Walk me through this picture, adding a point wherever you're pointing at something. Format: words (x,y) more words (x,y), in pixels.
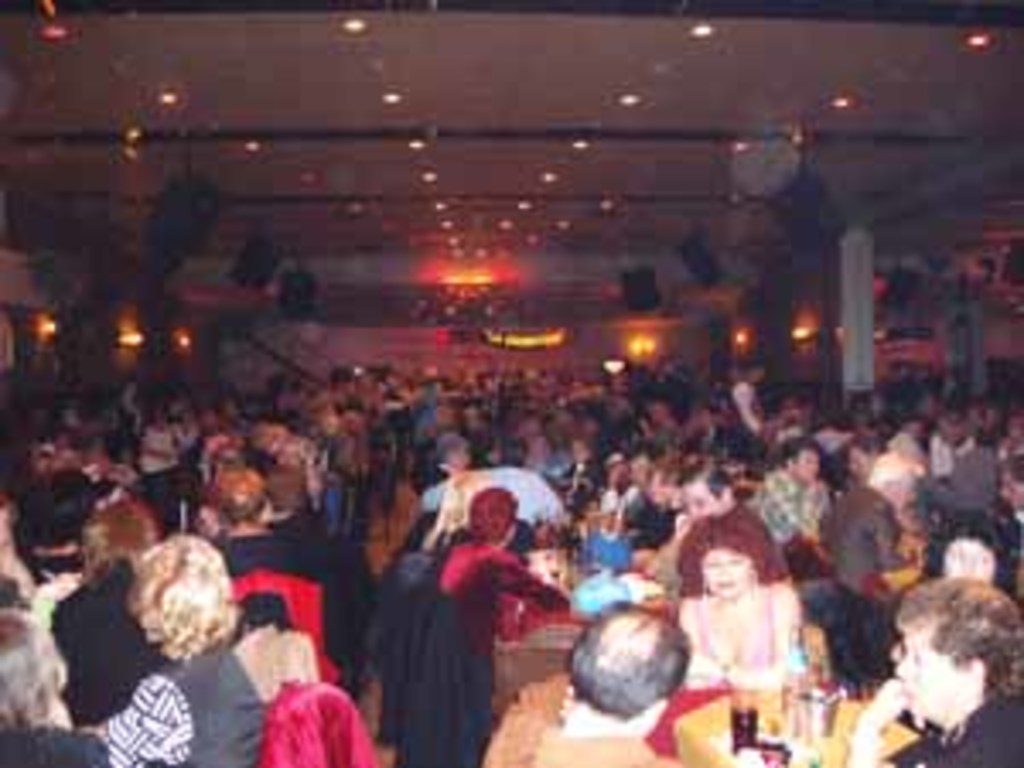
This is a blur image. In this picture we can see a few people (383,458) sitting on the chair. We can see a few glasses (831,724) and other objects (780,762) on the tables (724,720). There are some lights (443,272) visible on top (476,247).
